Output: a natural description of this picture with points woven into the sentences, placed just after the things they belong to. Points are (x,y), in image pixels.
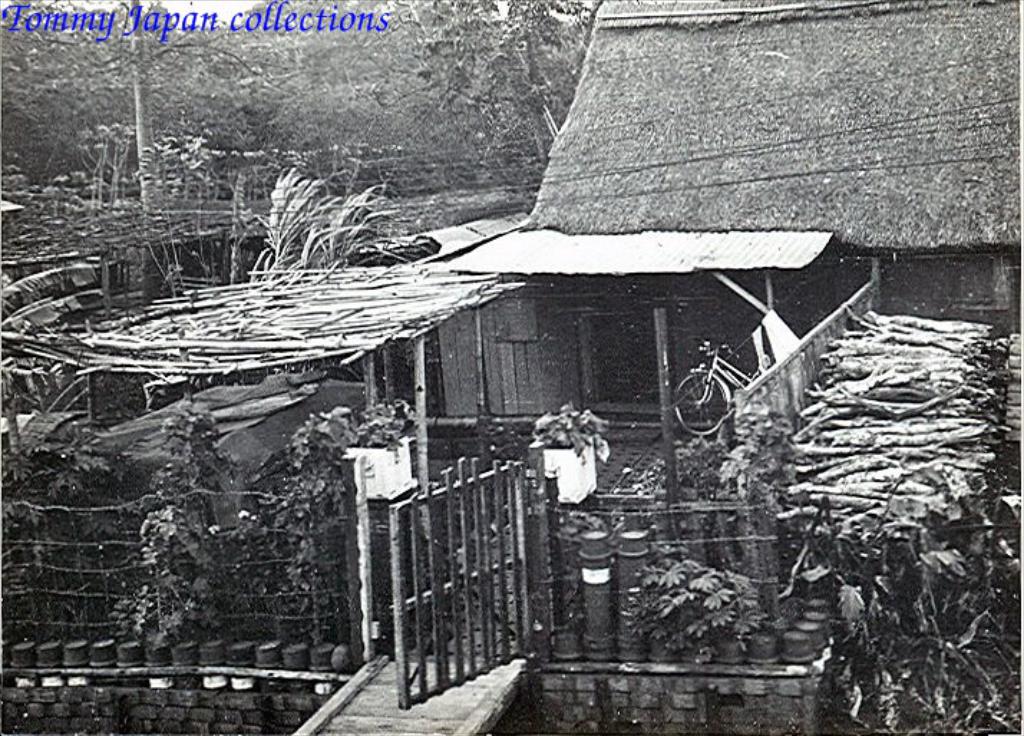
In this picture we can observe a house (694,332). There is a wooden gate (427,576). We can observe some plants (662,609) and trees (209,87). In the background (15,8) there are blue color words (261,19) on the left side (201,23). We can observe a bicycle (702,398) under the shed (688,264). This is a black and white image.
